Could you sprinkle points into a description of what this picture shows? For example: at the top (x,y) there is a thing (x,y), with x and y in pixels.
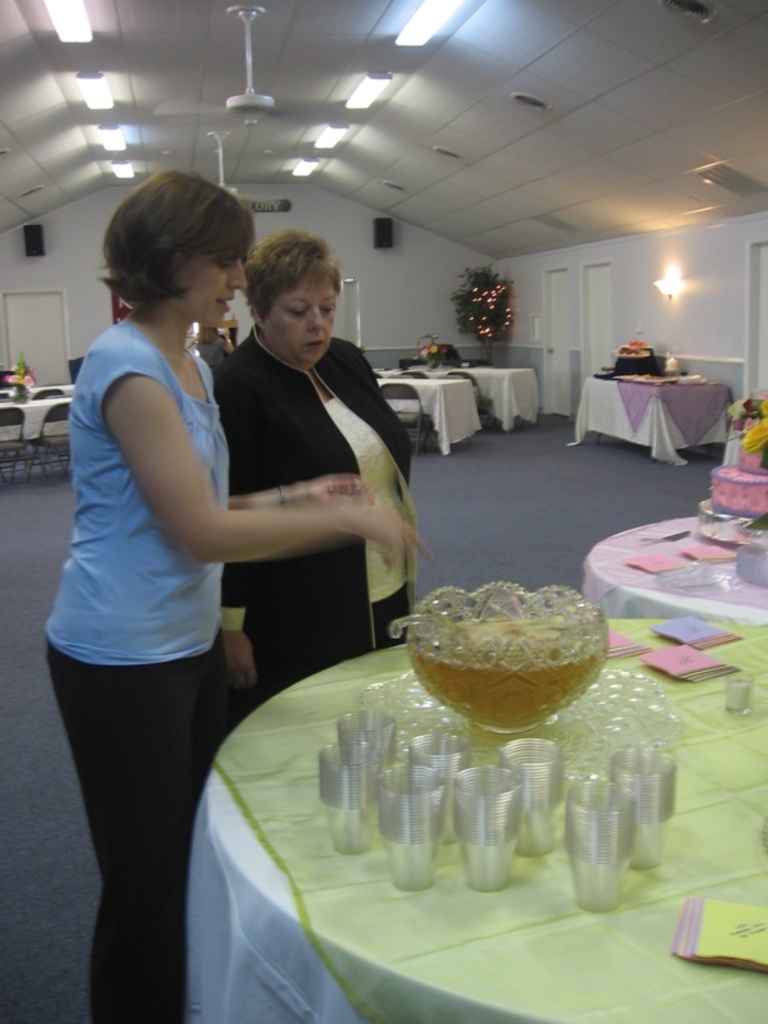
This picture is inside a hall (428,263). Two women (249,597) are standing in front of a table (263,771). On the table (517,853) there are glasses (485,810), bowl (460,653), papers (686,905). There are few other tables (671,406). On the ceiling (492,118) there are lights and fan (272,101). There is a carpet (522,532) on the floor (516,544). Few chairs (51,421) are around the tables (31,417).
